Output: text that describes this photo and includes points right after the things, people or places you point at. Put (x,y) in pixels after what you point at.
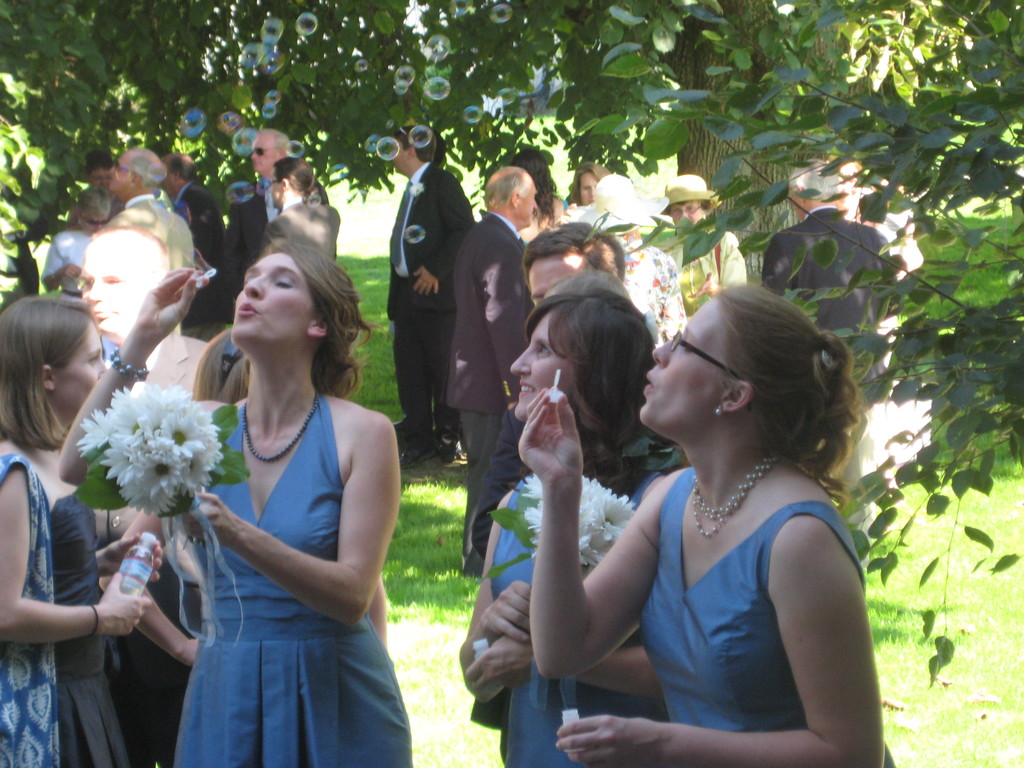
In this picture we can observe a woman (325,484) standing wearing blue color dresses (522,551). Some of them were holding white color flowers (159,473) in their hands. There are men (398,217) and women (261,644) in this picture. We can observe some grass (371,299) on the ground (373,314). In the background (123,36) there are trees (292,80).
